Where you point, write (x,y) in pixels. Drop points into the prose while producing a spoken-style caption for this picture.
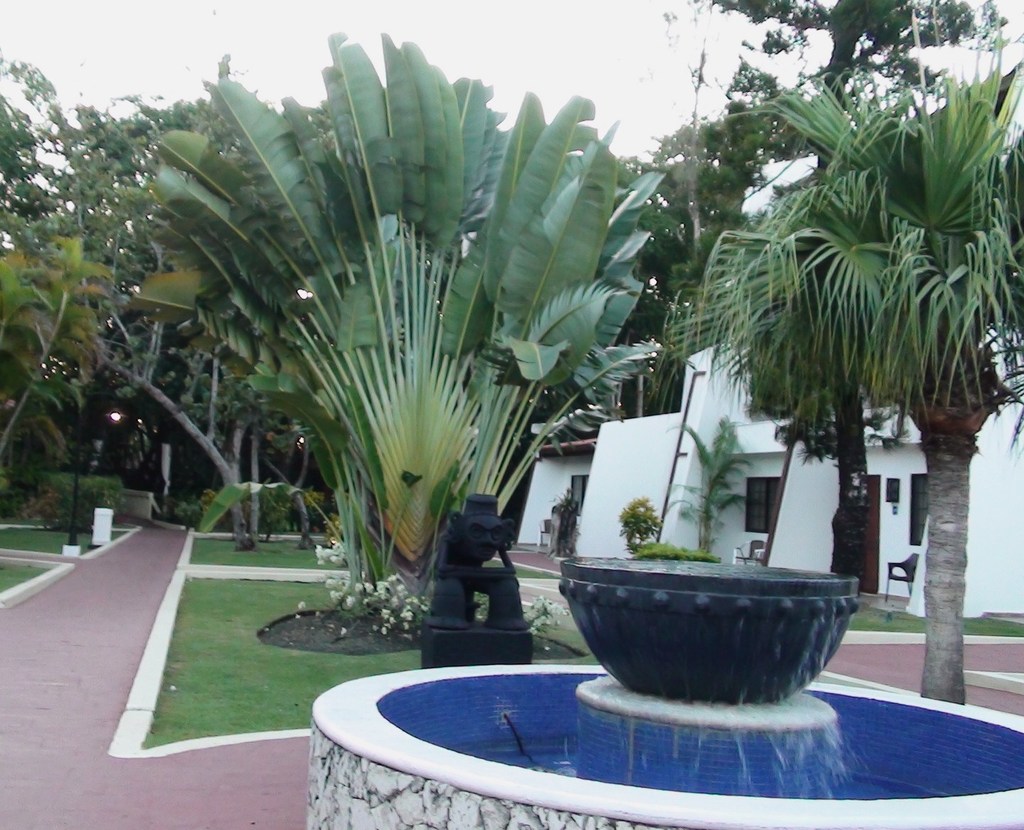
There is a fountain (496,692). Here we can see grass (203,652), plants (292,515), trees (347,458), sculpture (473,631), chairs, water (566,749), and houses (738,515). In the background (26,25) there is sky (603,117).
